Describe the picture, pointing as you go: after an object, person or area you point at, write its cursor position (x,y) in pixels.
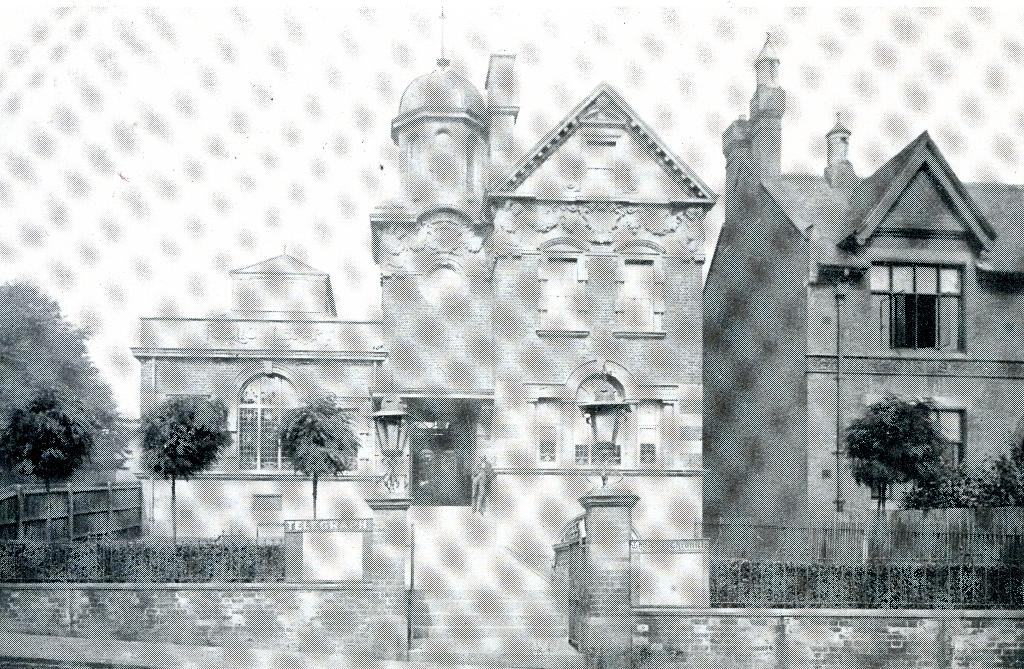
This is a black and white picture, in this image we can see a few buildings (447,335), there are some trees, windows (572,304), plants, fence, lights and the wall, in the background (835,109) we can see the sky (898,52).
